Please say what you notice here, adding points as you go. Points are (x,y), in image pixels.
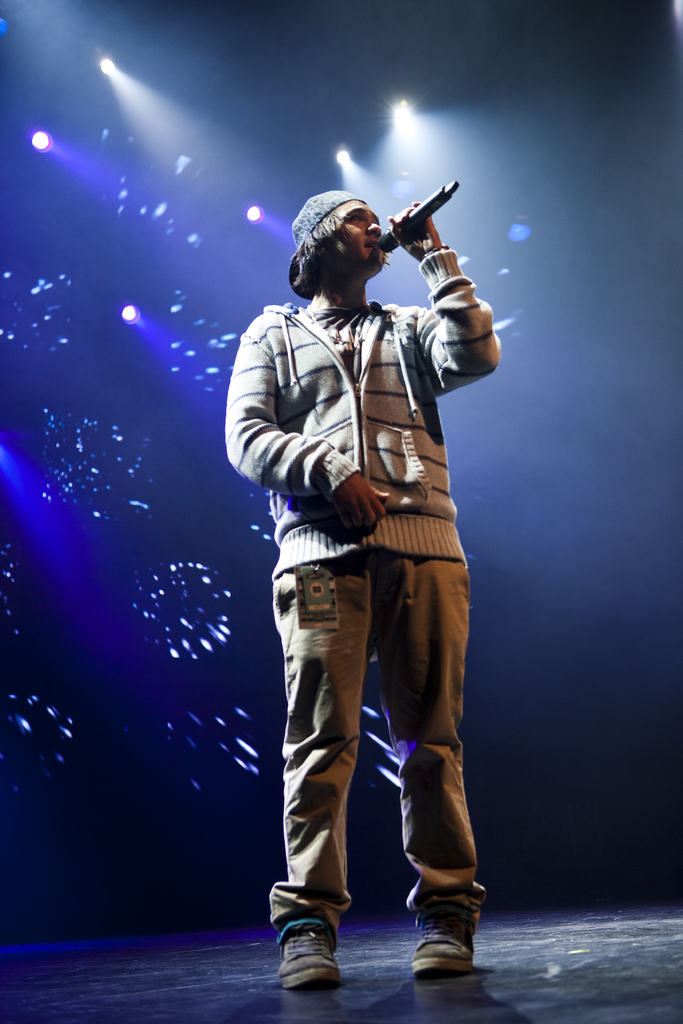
This image consists of a man (363,499) singing in a mic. He is also wearing a tag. At the bottom (430,1003), there is a floor (392,1016). In the background (114,351), there are lights (7,458) and a screen (91,631).
